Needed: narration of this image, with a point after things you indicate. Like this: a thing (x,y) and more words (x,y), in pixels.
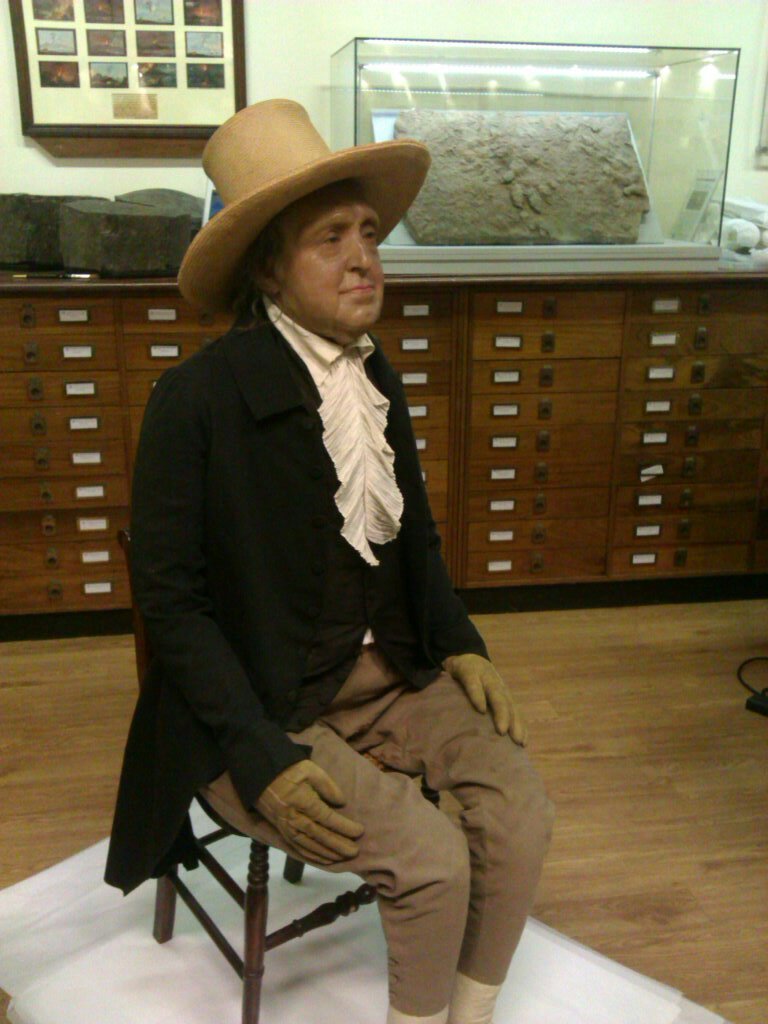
In this image we can see a person (350,617) sitting on the chair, he is wearing a hat (322,174), white color cravat (331,450), and black color coat (263,608), behind him there are some drawers (433,410), some rocks (45,209) on it, a rock (496,184) is placed in a glass (694,155), there is a light (637,70), and a photo frame (186,91) on the wall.
